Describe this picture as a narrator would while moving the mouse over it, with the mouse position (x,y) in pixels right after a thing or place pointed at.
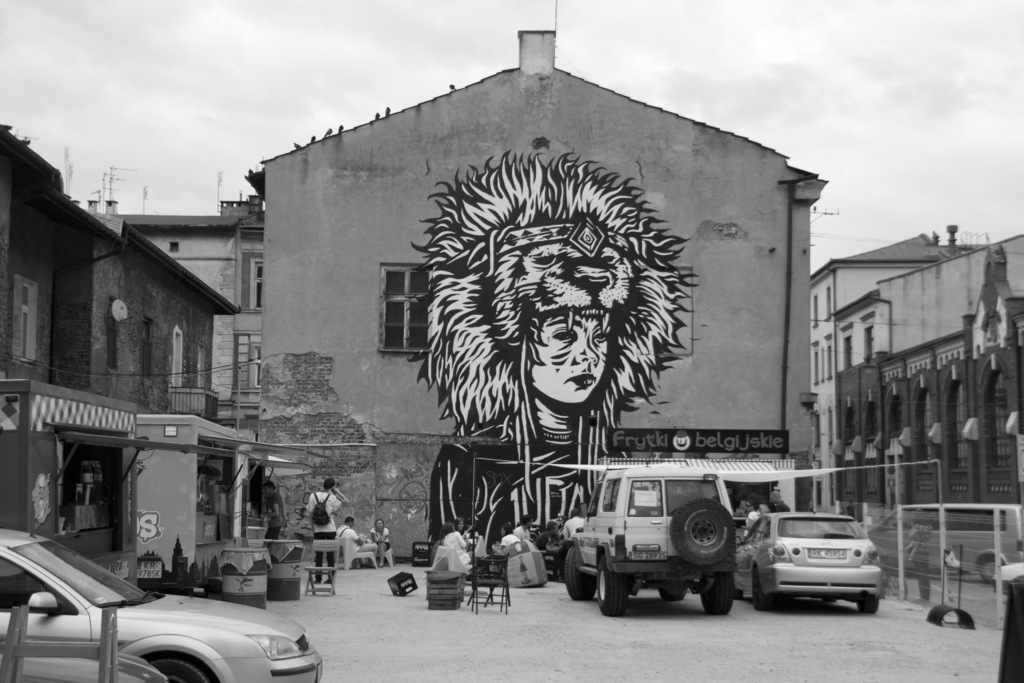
In this image I can see the black and white picture. I can see few cars (233,610), few chairs (333,577), few barrels (261,575), few persons (270,528) standing and few persons (381,527) sitting on chairs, the railing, few buildings (289,364) and a painting (621,305) of women's face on the building (432,281). In the background (237,17) I can see the sky (292,80).
